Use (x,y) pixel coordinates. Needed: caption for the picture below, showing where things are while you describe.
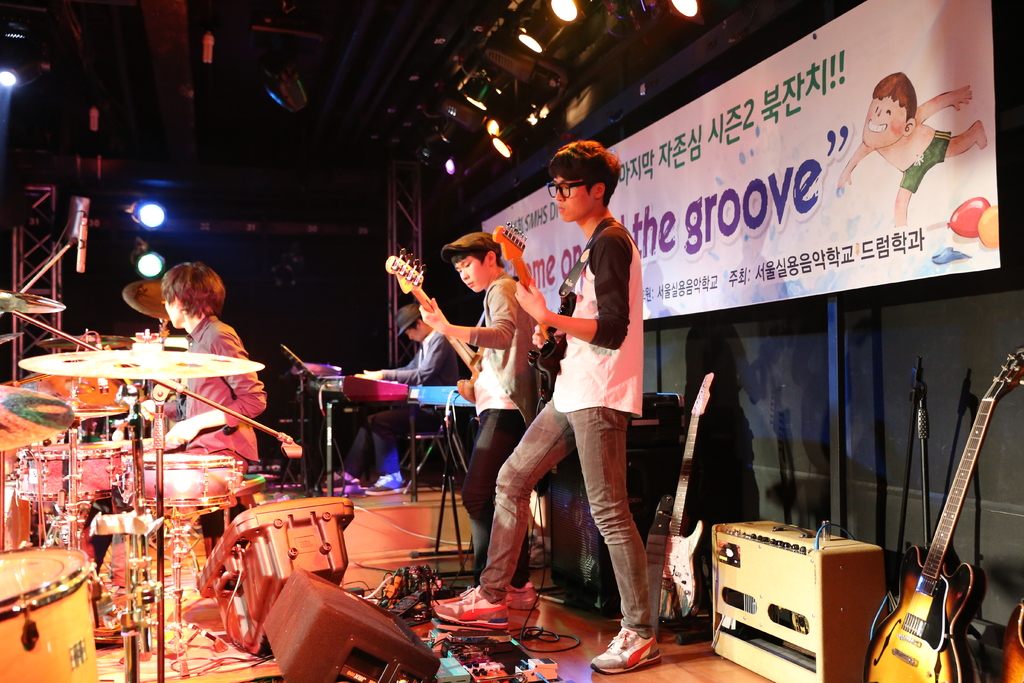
A man (575,158) is standing and playing the guitar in the middle (506,300) beside him there is another one (506,300) who is also doing the same and in the left (200,308) boy (217,305) is beating the drums (167,461) behind them there is a banner (922,58) there are lights (143,265) at the top (146,223).
